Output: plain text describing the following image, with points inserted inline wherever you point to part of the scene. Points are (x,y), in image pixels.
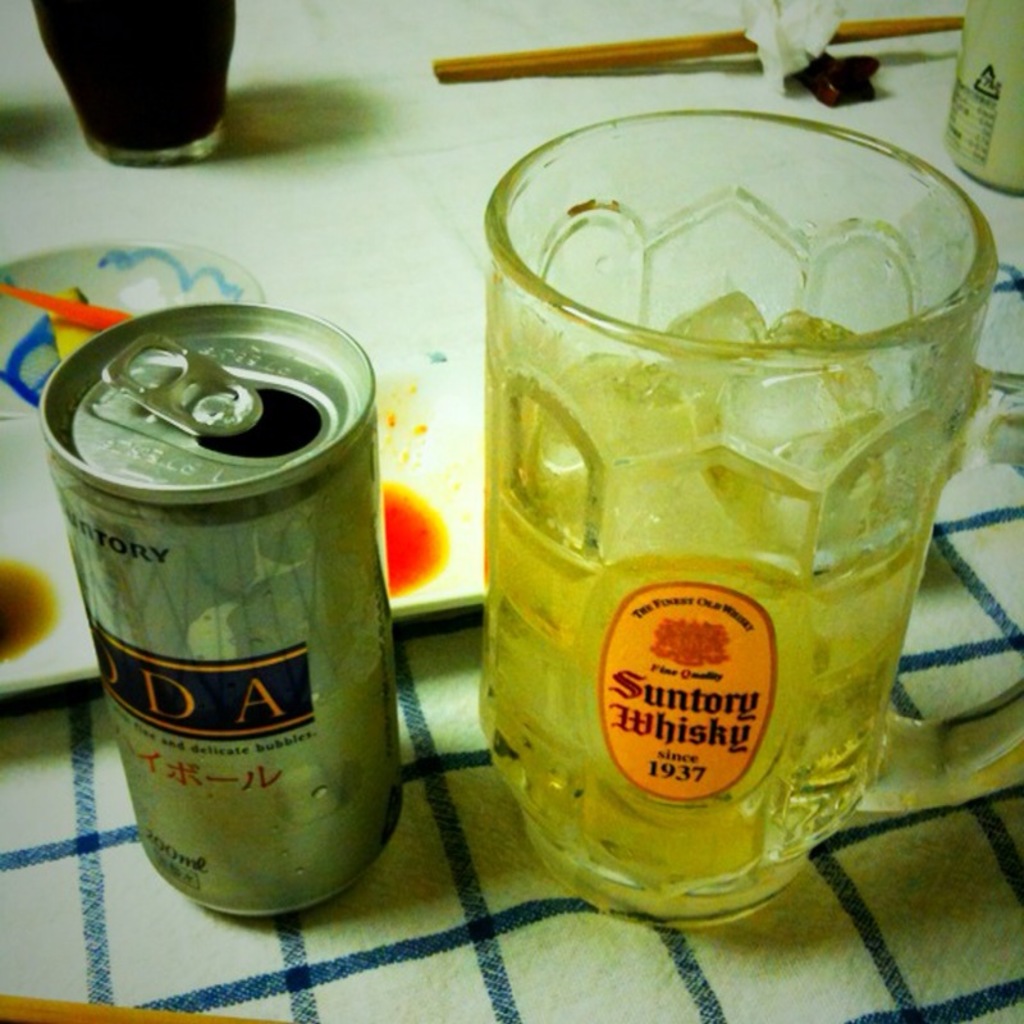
In the center of the image (613,626) we can see glasses (148,107), tinplate (363,482), chopstick (600,62) and a napkin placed on the table (475,891).
